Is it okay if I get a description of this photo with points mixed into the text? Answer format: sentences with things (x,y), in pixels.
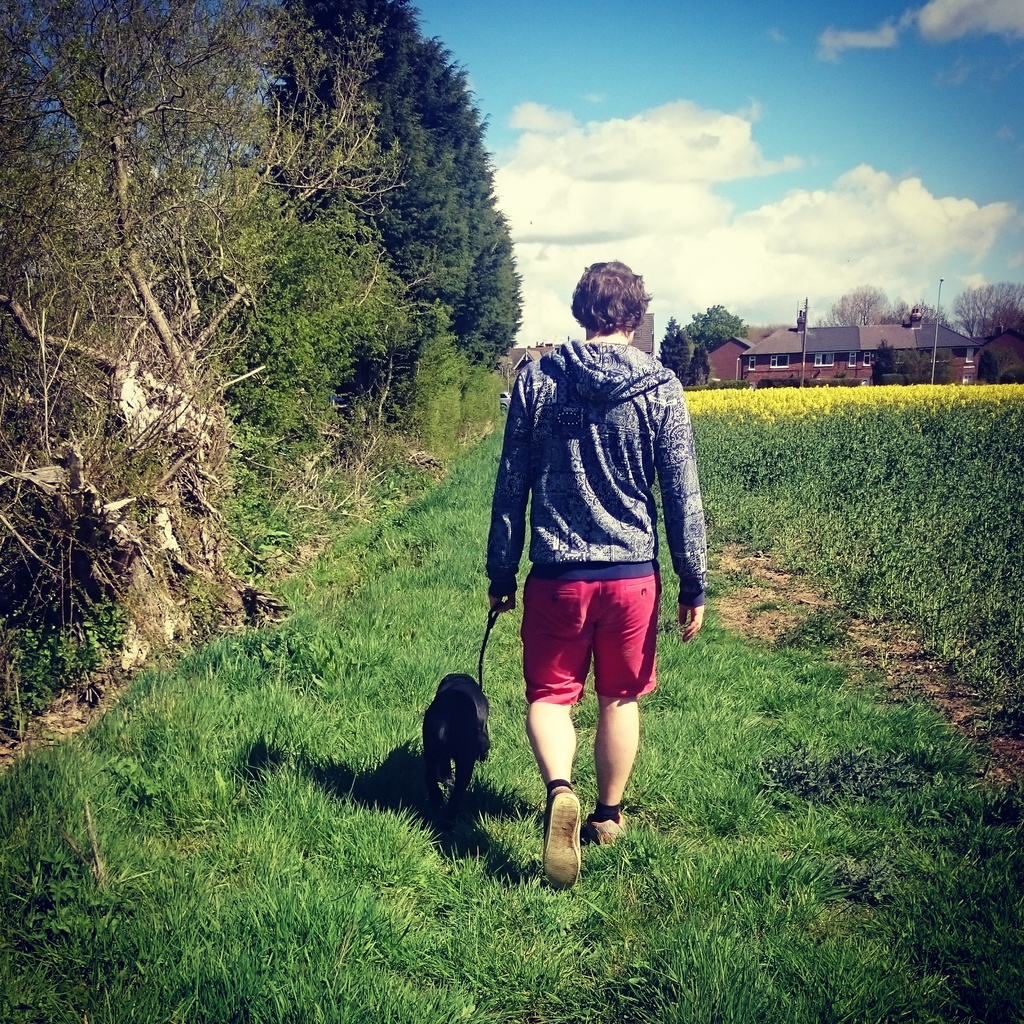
In the image we can see there is a man (637,539) who is walking and he is holding a dog (468,690) and there are lot of trees (410,168) and the sky (625,147) is cloudy.
